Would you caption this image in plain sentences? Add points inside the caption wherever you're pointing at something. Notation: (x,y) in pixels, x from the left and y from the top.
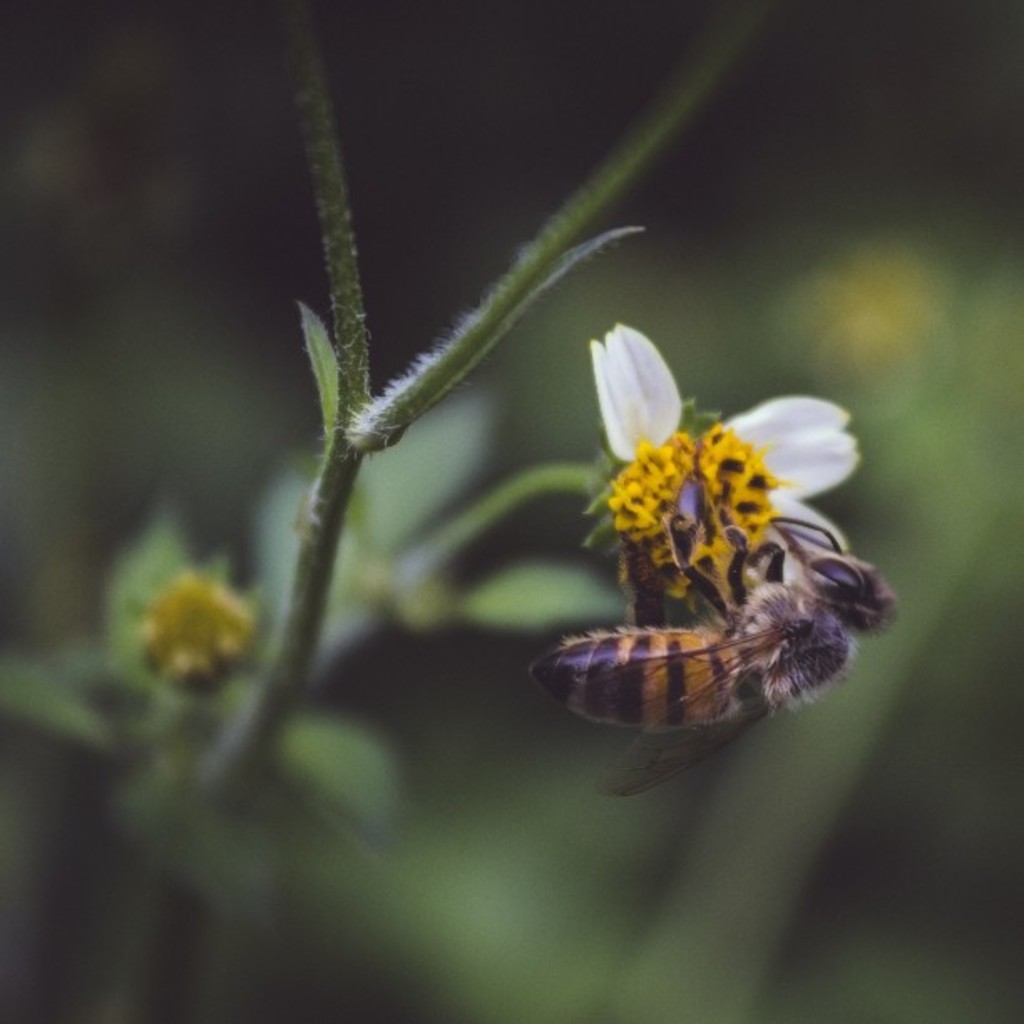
In this image I can see a honey bee (710,598) visible on the flower (718,495) and I can see a stem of the tree (359,605) in the middle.
